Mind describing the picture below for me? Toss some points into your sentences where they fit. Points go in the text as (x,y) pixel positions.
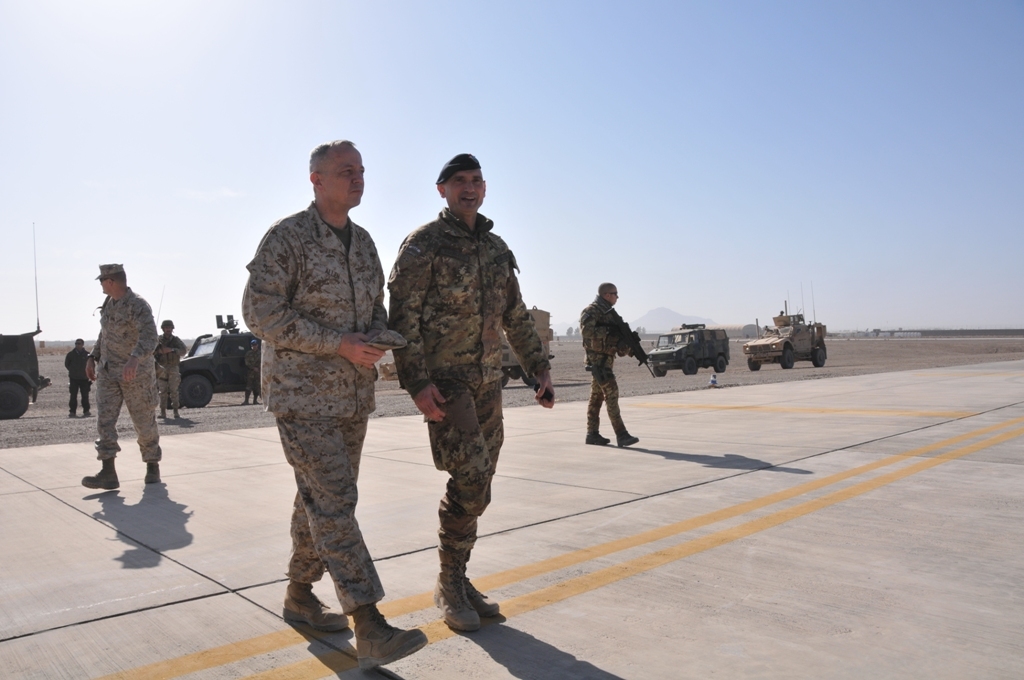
In this picture there is a man (491,239) who is wearing cap (473,169), shirt (451,305), trouser (449,437) and shoe (460,599). Beside him there is another man (305,359) who is wearing shirt (319,370), shoes (343,622) and holding a cap (397,347). In the back (617,328) I can see many soldiers (88,367) who are holding a gun (640,354) and standing near to the trucks (189,387). In the background (697,317) I can see the mountains (697,324) and trees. At the top (652,59) I can see the sky (626,76).
